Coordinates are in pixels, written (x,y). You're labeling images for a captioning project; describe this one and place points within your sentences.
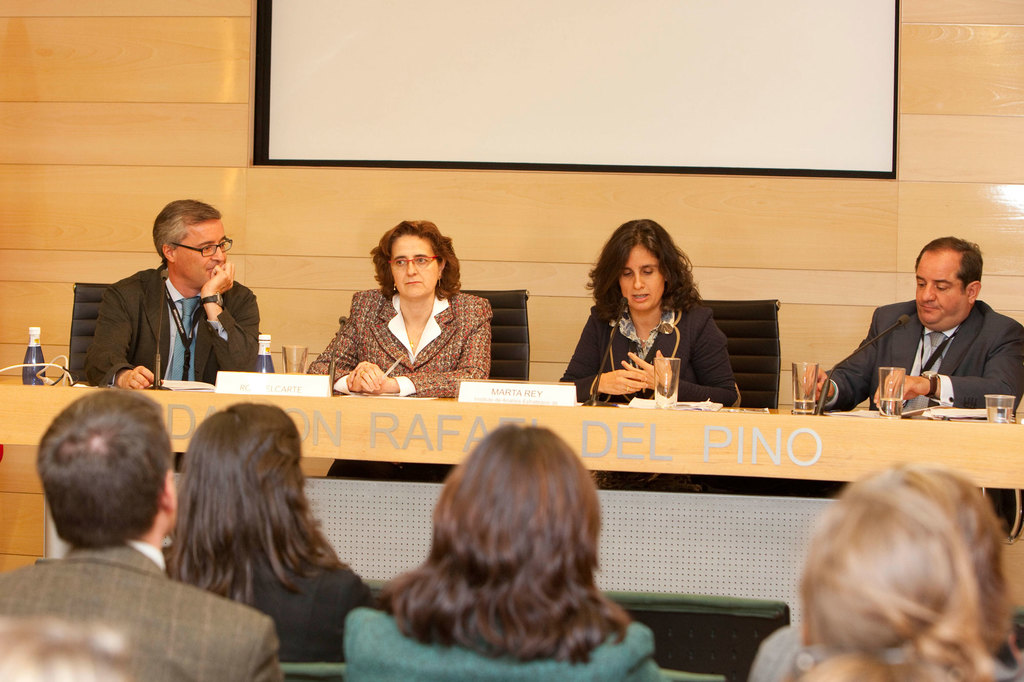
In this image in the front (714,639) there are persons (213,528) sitting on the chair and there is an empty chair (728,645). In the center (565,429) there is a table (680,438), on the table (433,423) there is some text (777,441) written on it and on the top of the table (359,397) there are bottles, glasses (989,412) and boards (537,387) with some text (552,399) written on it, behind the table (413,397) there are persons (644,335) sitting and in the background (526,158) there is a screen (631,163) which is white in colour and there is a wall (143,107).
